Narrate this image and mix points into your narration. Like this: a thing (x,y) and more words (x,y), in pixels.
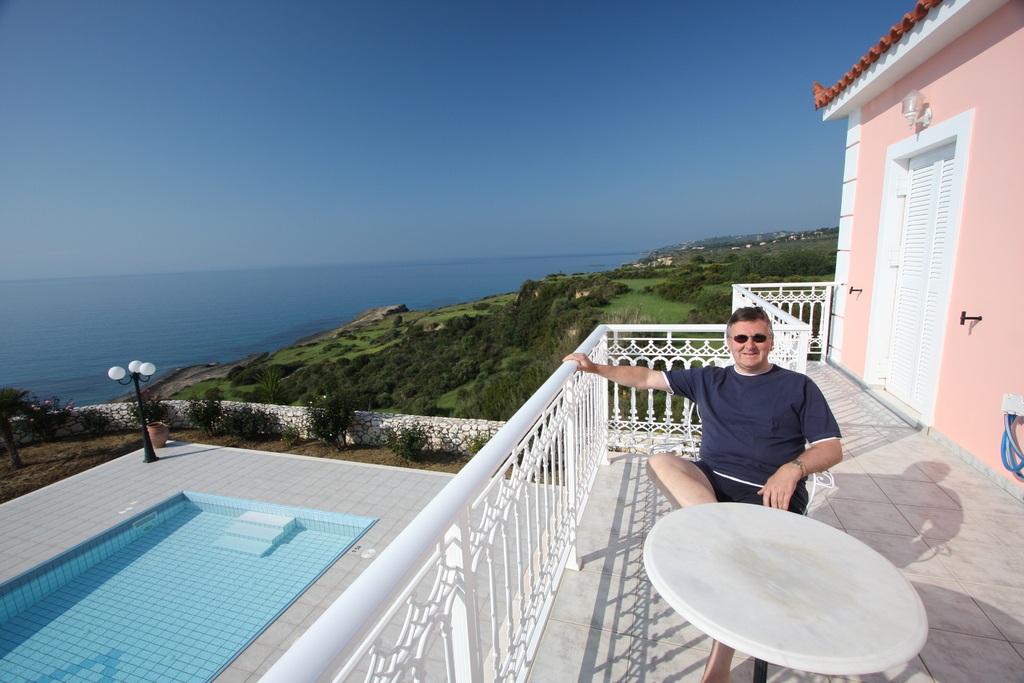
The image is taken near to sea (113,332). There is a man (620,380) sitting on a chair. There is a table (732,528) placed before him. There is a swimming pool (197,558). There are shrubs (270,427). In the background (687,278) there is a hill (693,254), a sea (334,308) and a sky (494,131). On the right (948,436) there is a building (1003,76).
